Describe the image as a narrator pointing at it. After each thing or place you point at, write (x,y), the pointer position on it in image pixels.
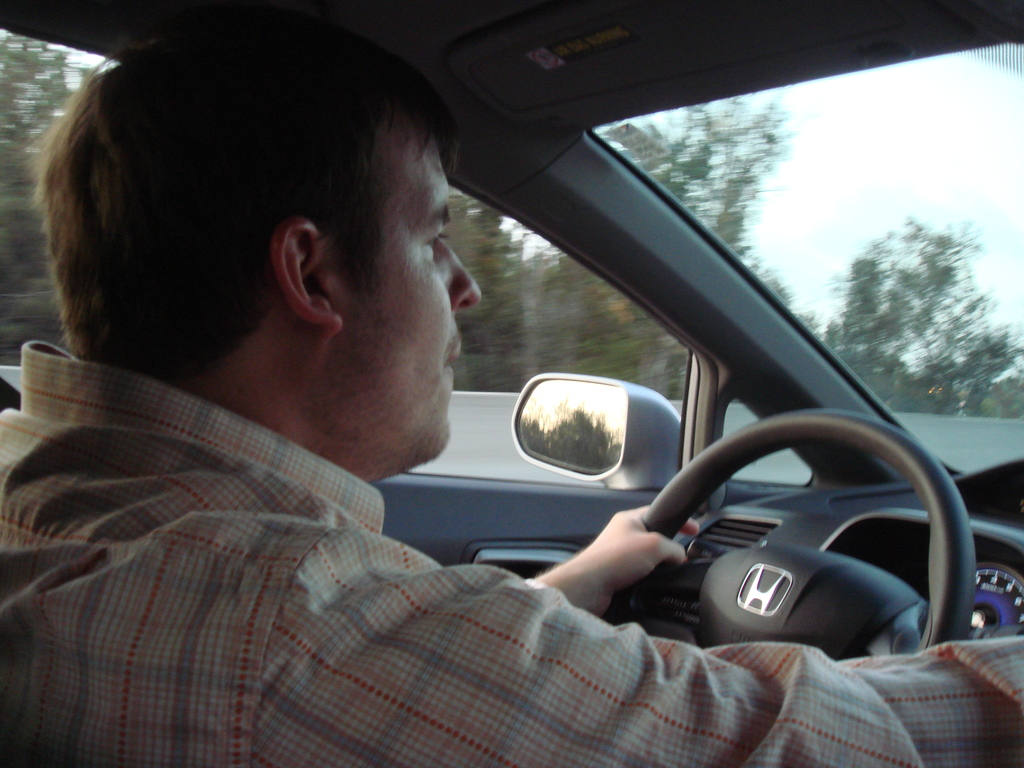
In this image I can see inside view of a car (664,579) and in the car (652,592) I can see a man (271,231) is sitting. I can also see he is holding the steering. In the background (499,222) I can see a mirror (612,390) of the car (725,428), number of trees (17,151) and the sky (849,197).
